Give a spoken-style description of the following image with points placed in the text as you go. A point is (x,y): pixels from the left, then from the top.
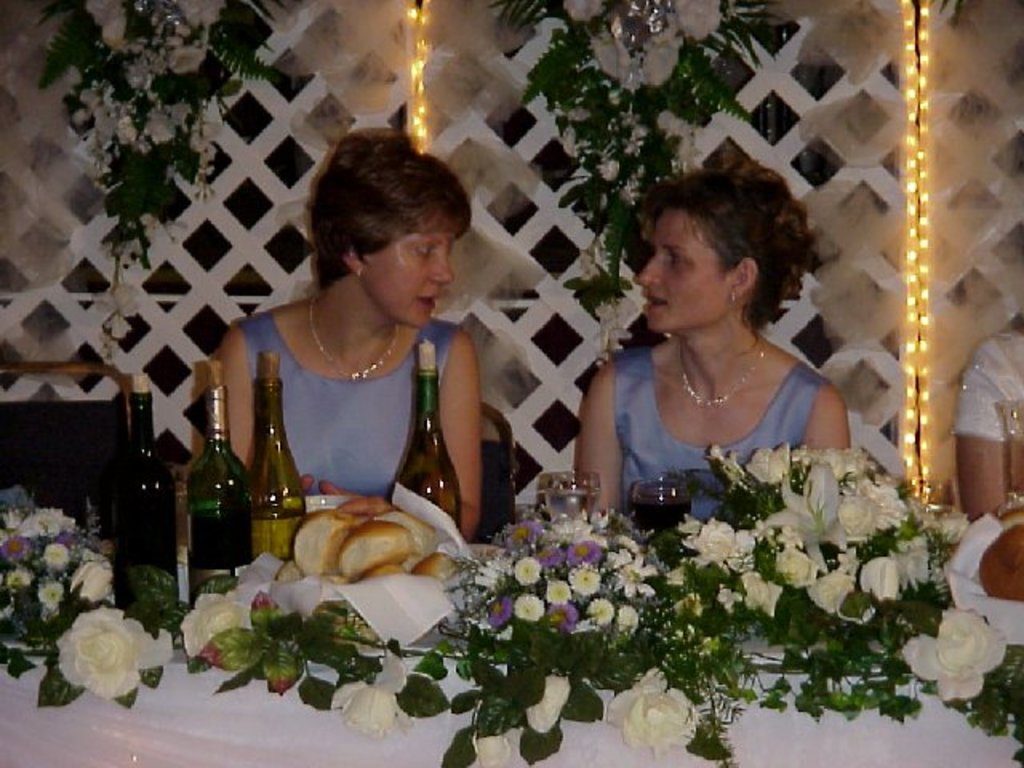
These people (695,501) are sitting on chairs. In-front of them there is a table (728,700), on this table (798,694) there are bottles (440,467), food (347,536), flowers (5,541) and leaves (673,599). Backside on this wooden mesh wall (727,137) there are flowers (157,77), leaves (679,111) and decorative lights (420,124).
